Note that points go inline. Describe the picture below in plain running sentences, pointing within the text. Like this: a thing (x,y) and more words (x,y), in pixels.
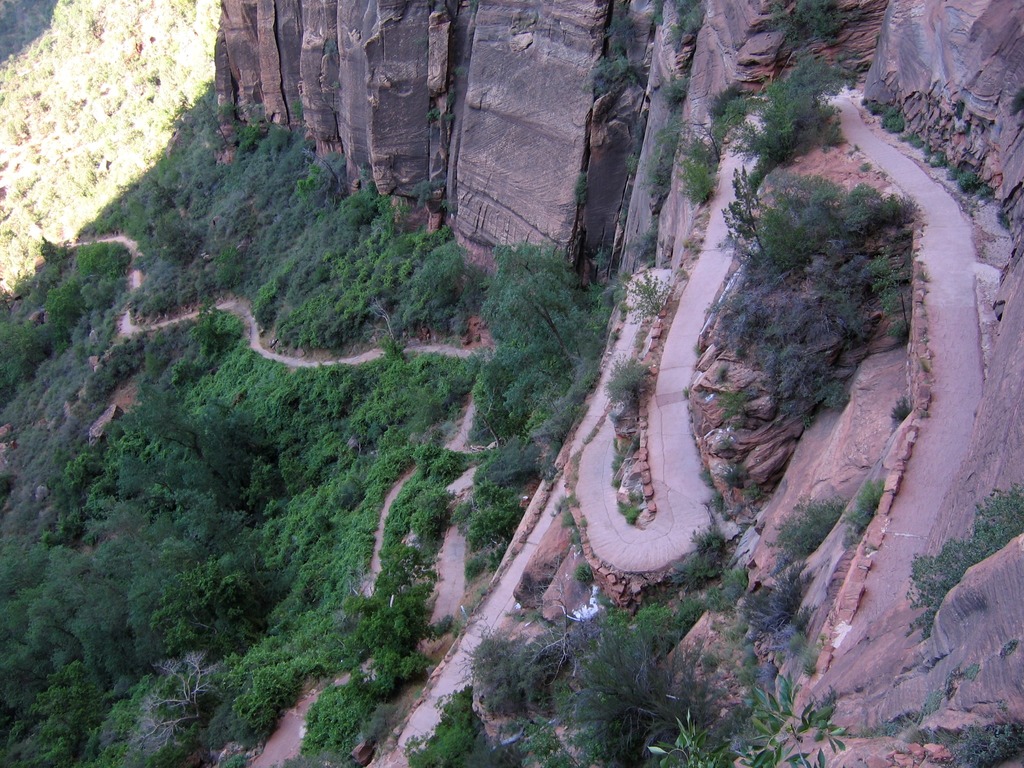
In this picture we can see path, trees (352,434), rocks (640,428) on the hills (555,377).
